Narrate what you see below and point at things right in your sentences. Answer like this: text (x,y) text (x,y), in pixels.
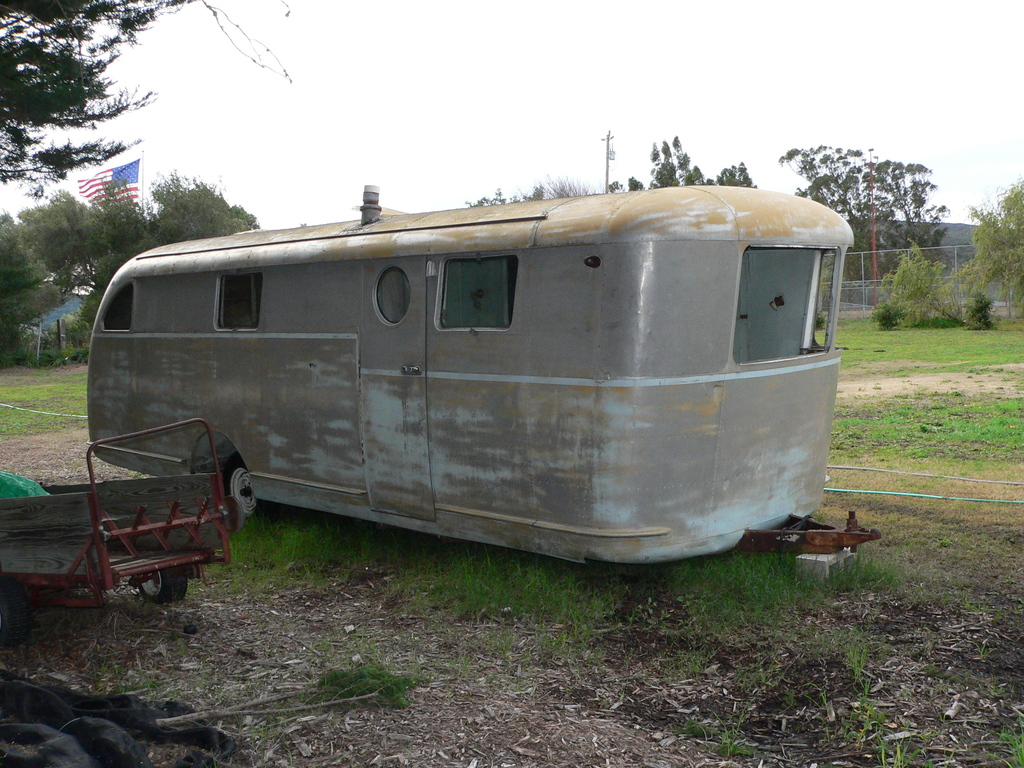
This image is clicked outside. There are trees (29,139) in the middle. There is sky (673,44) at the top (363,64). There is the flag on the left side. There is a vehicle (419,450) in the middle (467,501).
